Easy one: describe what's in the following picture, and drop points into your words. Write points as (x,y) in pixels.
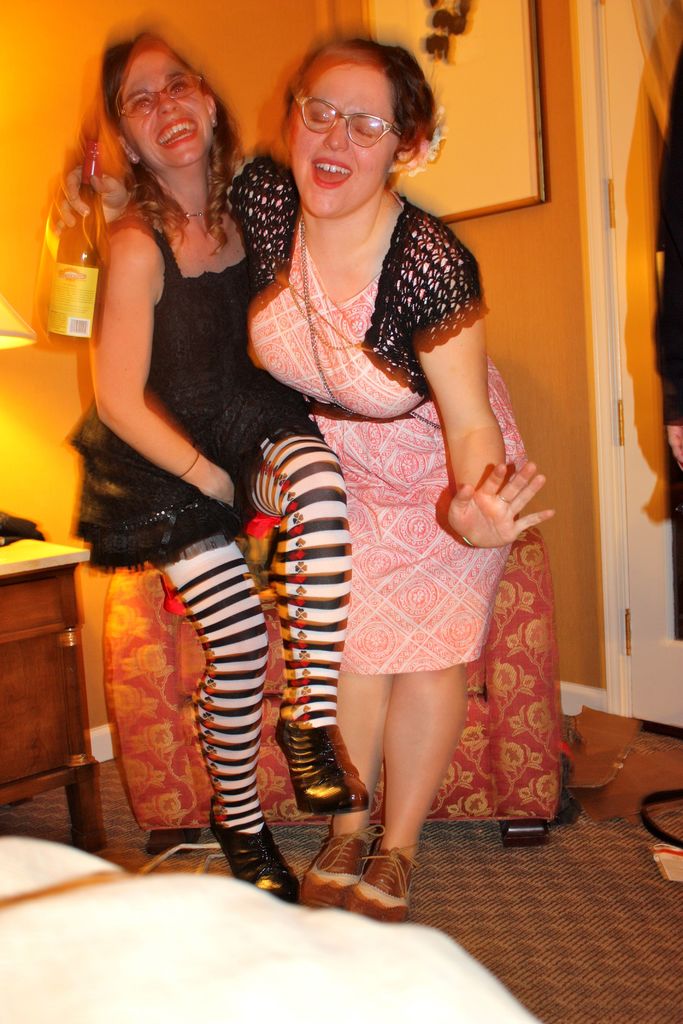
Two women (308,437) are standing near the sofa (499,694) holding bottle (67,271), on the wall (516,244) there is frame (486,181).
